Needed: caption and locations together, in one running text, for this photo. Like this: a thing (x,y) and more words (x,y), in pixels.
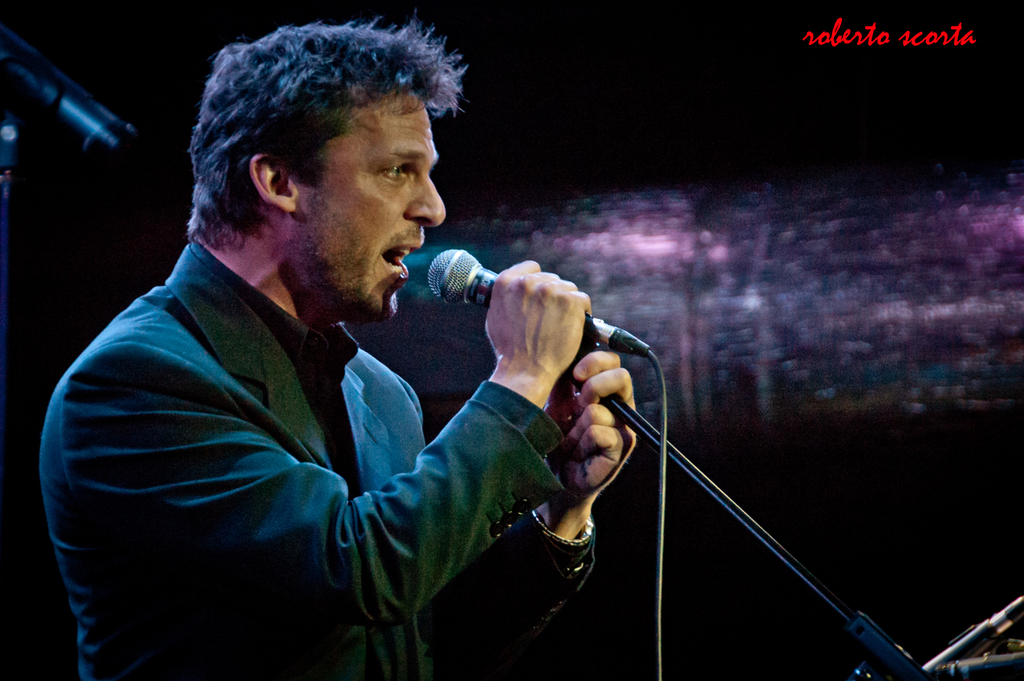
In this picture we can see a man (86,574) is singing a song and holding a microphone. Behind the man (546,533) there is a dark background (724,574) and on the image there is a watermark (868,46).
